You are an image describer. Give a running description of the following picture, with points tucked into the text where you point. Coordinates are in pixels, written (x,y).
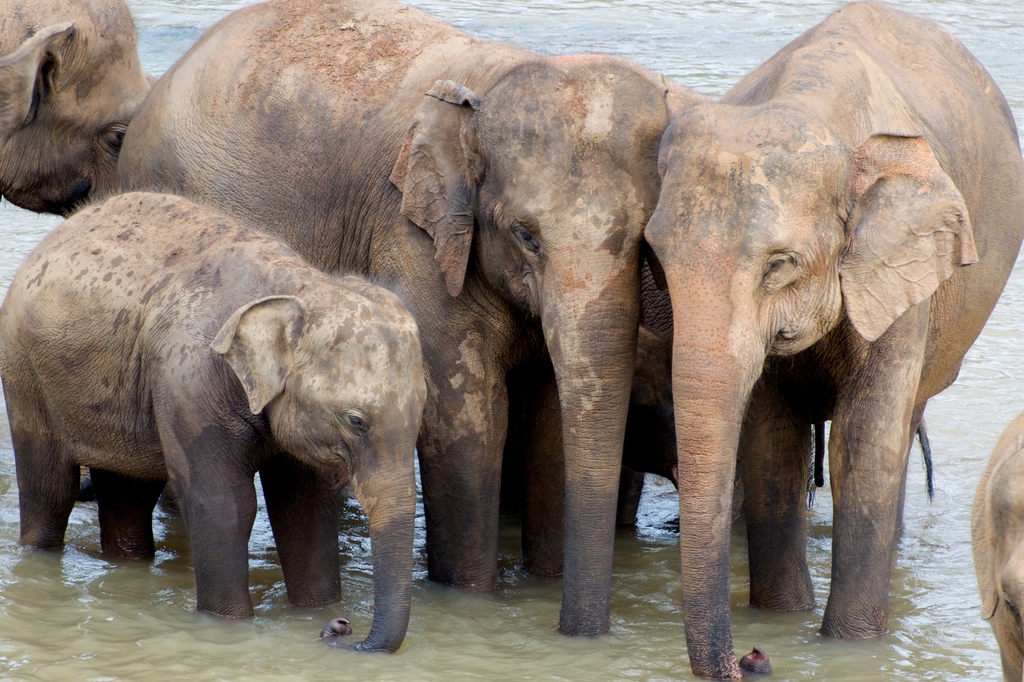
In this image we can the elephants (383,256). And we can see the lake (406,642).
